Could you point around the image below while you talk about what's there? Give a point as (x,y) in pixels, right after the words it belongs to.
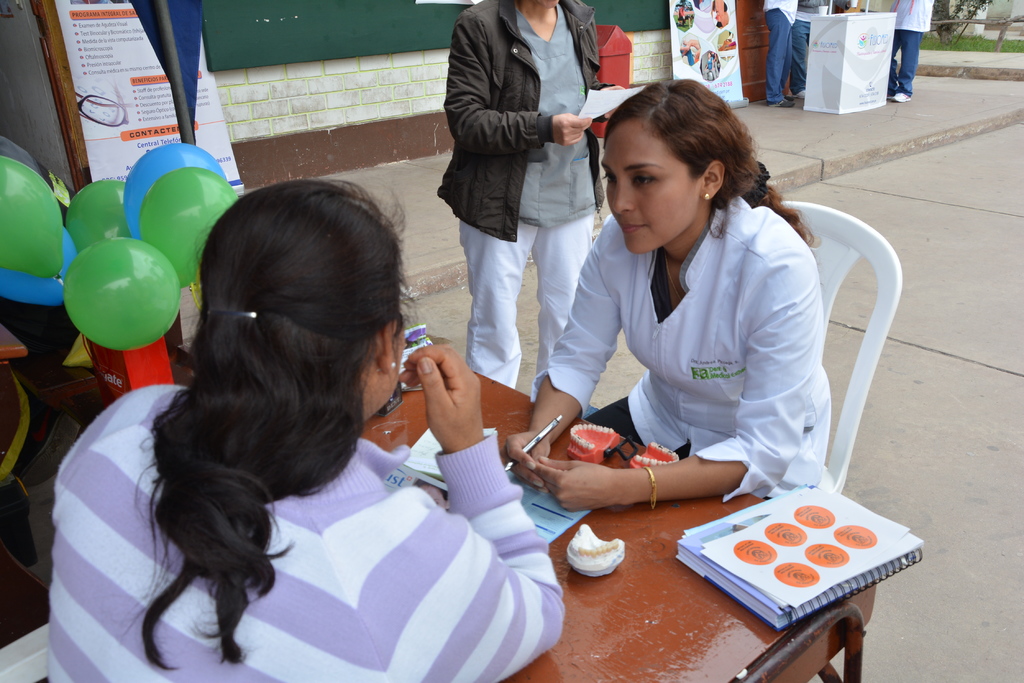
In this image in the foreground (432,432) there are two women (453,360) who are sitting on chairs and talking with each other, and one woman (553,436) is holding a pen (531,440). In front of them there is one table (660,574), on the table (667,563) there are some books (761,552), papers (801,545) and some other objects (604,455). And on the left side (192,242) there are some balloons (122,188), boards (125,114) and pole (182,113) and in the center (523,237) there is one person (528,201) who is standing. And on the right side (805,38) there are some persons (903,30) who are standing and also there are some boards (856,106), plants (973,38), trees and at the bottom (942,464) there is a walkway (950,380).
